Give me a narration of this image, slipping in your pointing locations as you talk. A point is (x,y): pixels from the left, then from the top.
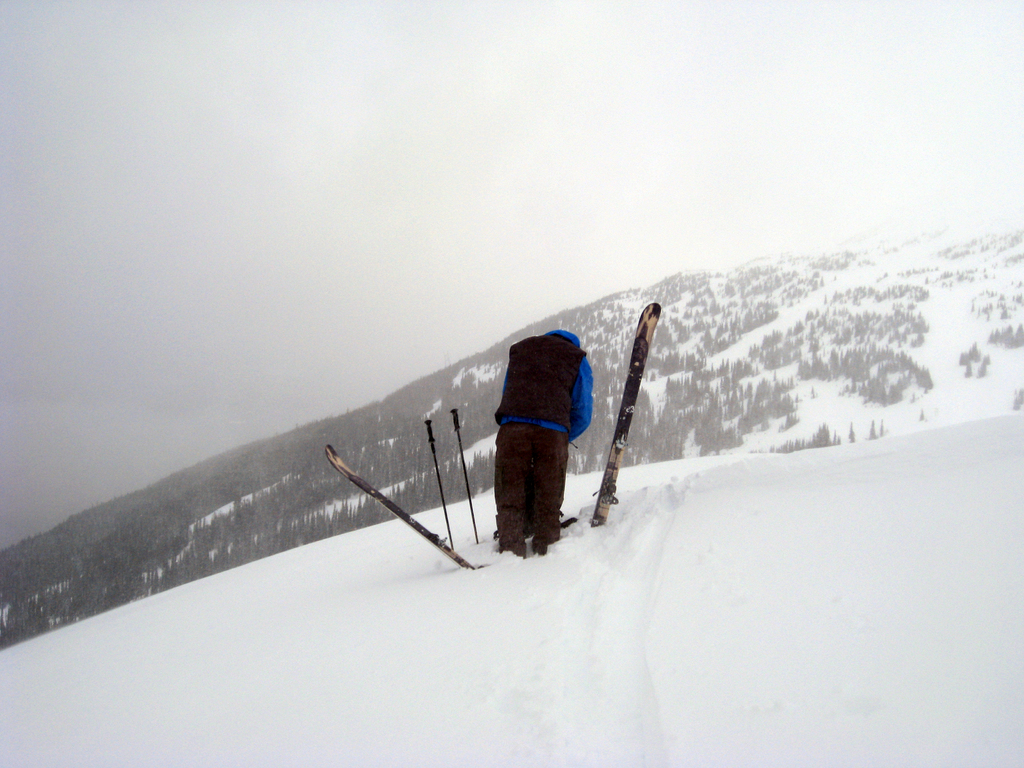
In this image, we can see a person (551,462), skiboards (641,376), ski poles (439,471) on the snow (571,673). There is a mountain (671,289) in the middle of the image (594,349). There is a sky (427,53) at the top of the image (451,49).
